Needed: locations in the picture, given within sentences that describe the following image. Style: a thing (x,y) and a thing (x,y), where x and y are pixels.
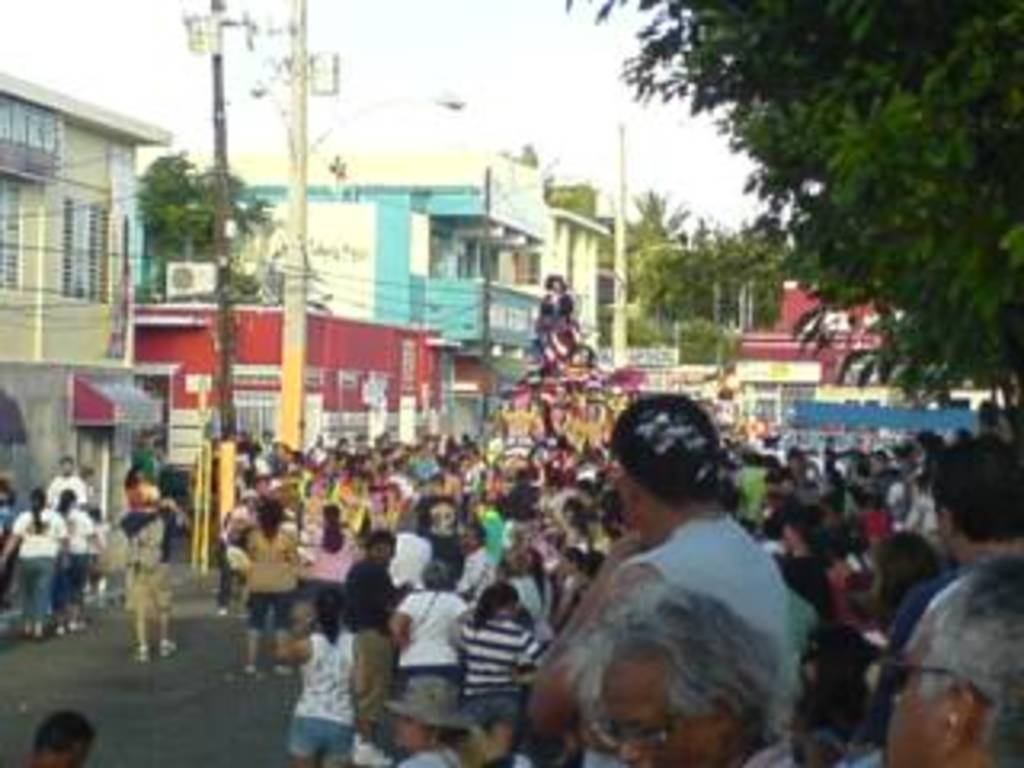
In this picture we can see a group of people (779,650), trees (640,262), buildings (500,252), electric poles (489,244) and some objects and in the background (458,61) we can see the sky (171,44).
